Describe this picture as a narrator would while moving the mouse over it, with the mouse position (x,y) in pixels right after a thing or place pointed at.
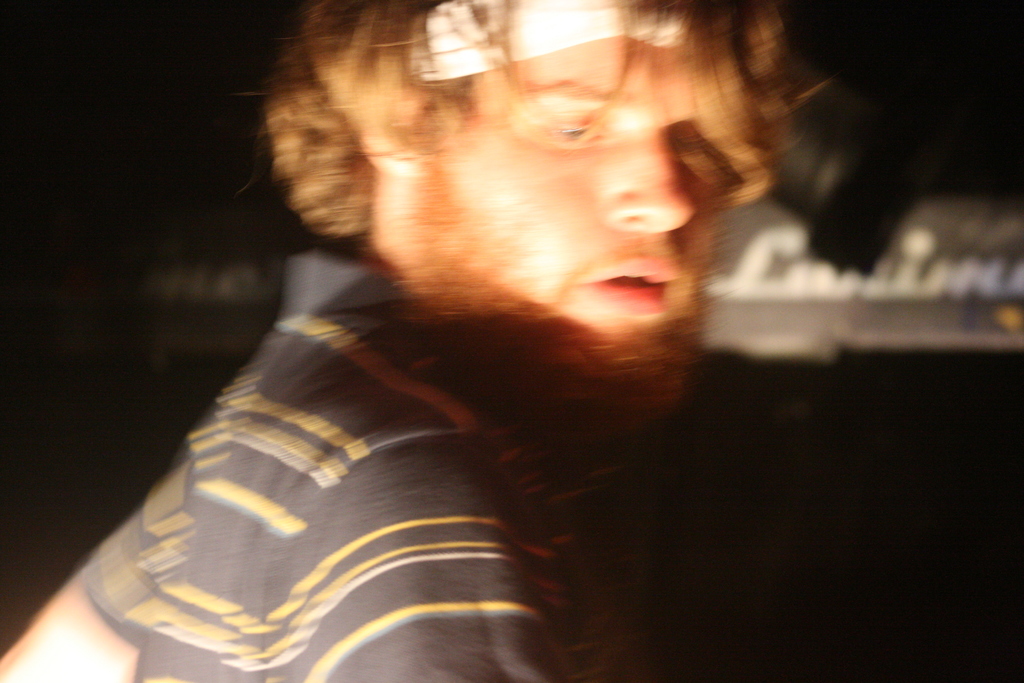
In this image we can see one person (515,429) and there is some text board (791,286) on the right side of this image (898,290), and it is dark in the background (214,211).
